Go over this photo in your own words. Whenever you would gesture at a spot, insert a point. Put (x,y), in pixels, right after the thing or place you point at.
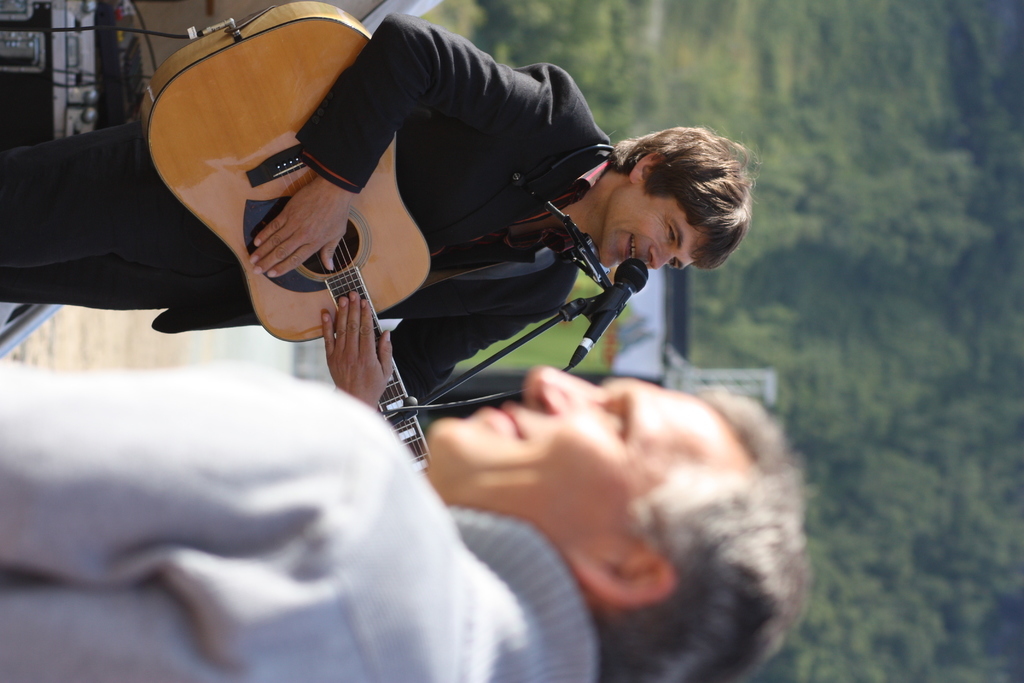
As we can see in the image there are two people (686,258), mic (600,330) and trees (928,273). The person (705,228) over here is holding a guitar (207,102).
